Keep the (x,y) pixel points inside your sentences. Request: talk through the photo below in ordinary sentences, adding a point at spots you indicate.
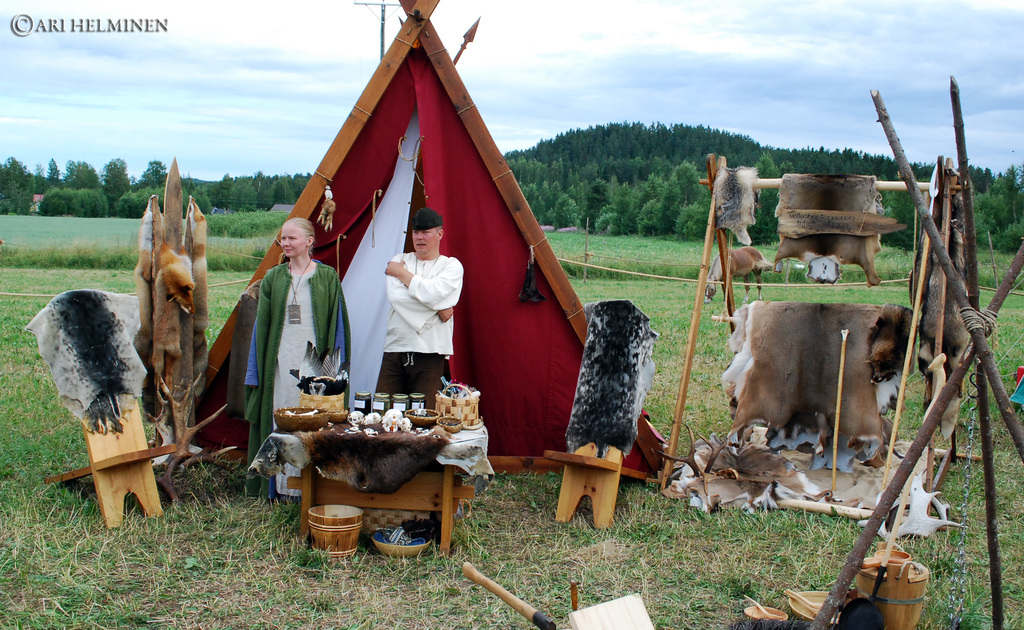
In the picture I can see man (454,262) and woman (323,289) are standing here. Here we can see a tent (518,251), we can see a table (383,430) upon which we can see few objects (288,418) are placed, we can see animals skin (170,271) hangs here, we can see wooden sticks (1020,263), few objects (377,547) placed on the grassland (294,601). In the background (57,203), we can see trees (107,204) and a cloudy sky (448,25). Here we can see the watermark (81,24) at the top left side of the image (23,20).
